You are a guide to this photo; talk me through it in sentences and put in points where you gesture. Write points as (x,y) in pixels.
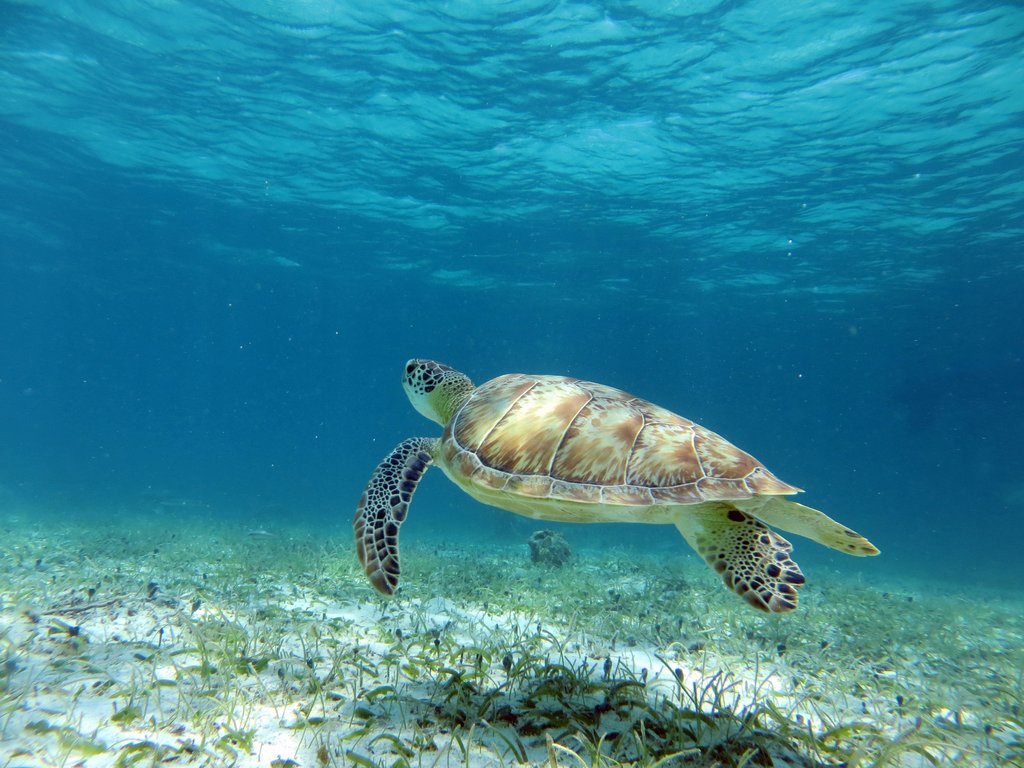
In this image I can see tortoise (552,509) which is in brown, white and black color. It is inside the water (610,357). I can see green grass (587,734). Background (281,156) is in blue color.
